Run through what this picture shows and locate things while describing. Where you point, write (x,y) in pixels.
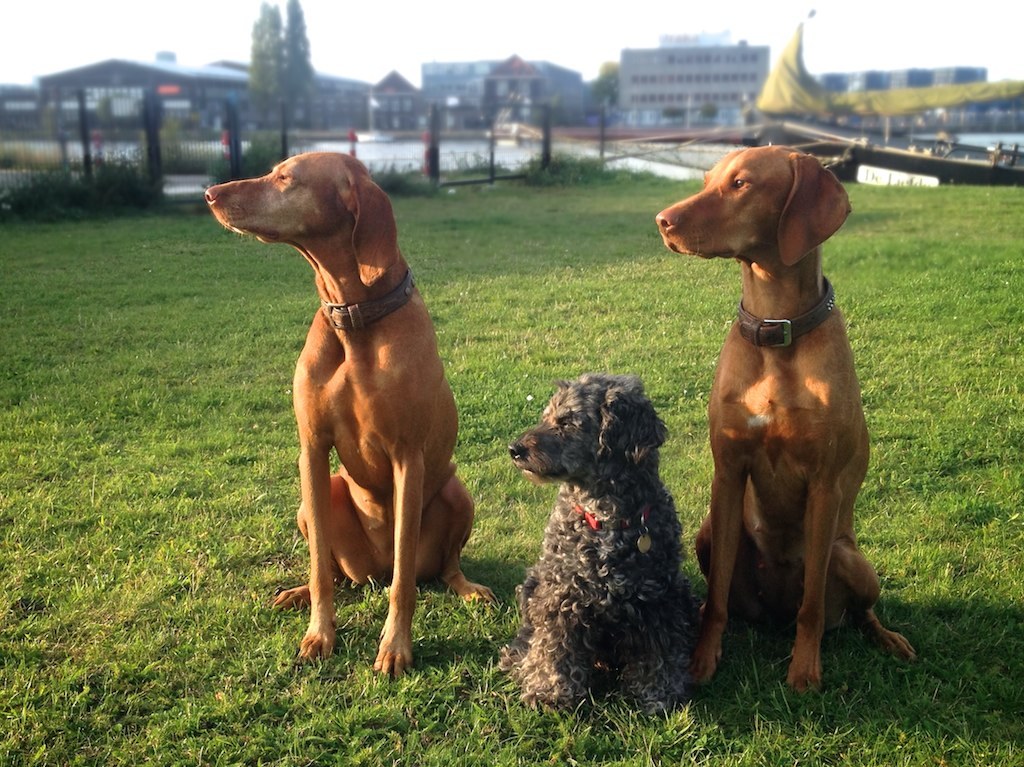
This picture shows three dogs (346,292) with neck belts (383,302) and we see grass (243,395) on the ground (575,216) and we see few buildings (567,84) and trees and a cloudy sky (841,18). Two dogs (444,558) are brown in color and one is black in color.
